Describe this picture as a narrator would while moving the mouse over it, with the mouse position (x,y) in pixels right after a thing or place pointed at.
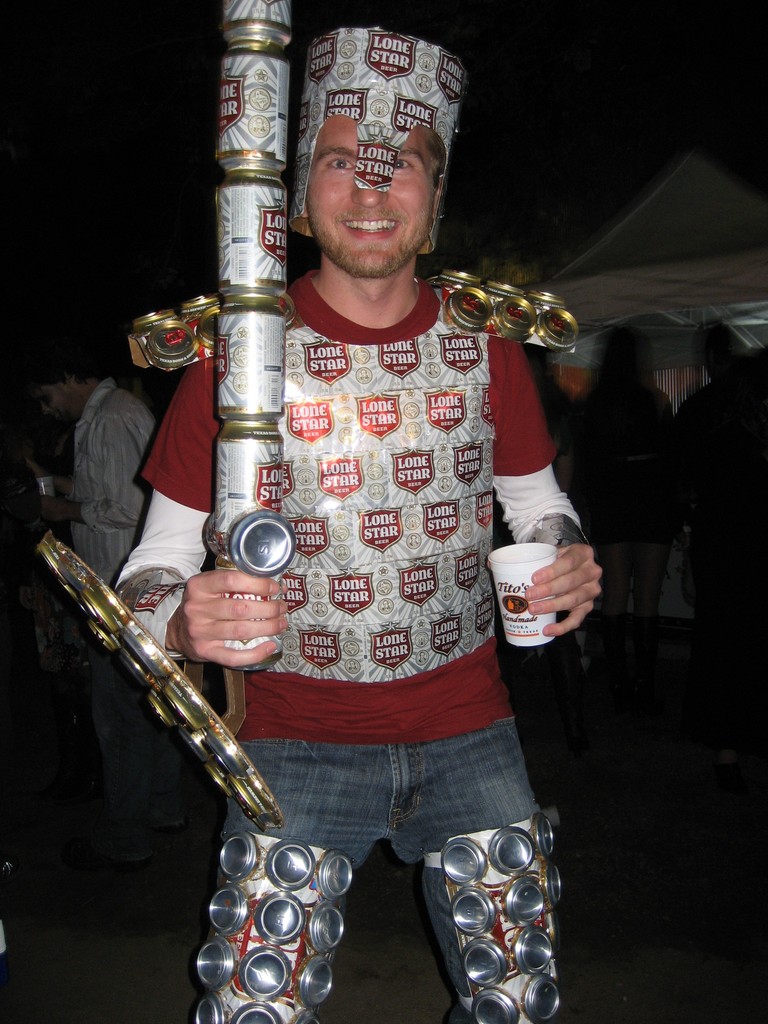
This picture shows a man (369,369) standing and holding few cans (237,453) in one hand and a cup (518,618) in other hand (550,608) and he wore a cap (359,106) and we see smile (371,222) on the face (381,273) and few people (644,447) standing.
